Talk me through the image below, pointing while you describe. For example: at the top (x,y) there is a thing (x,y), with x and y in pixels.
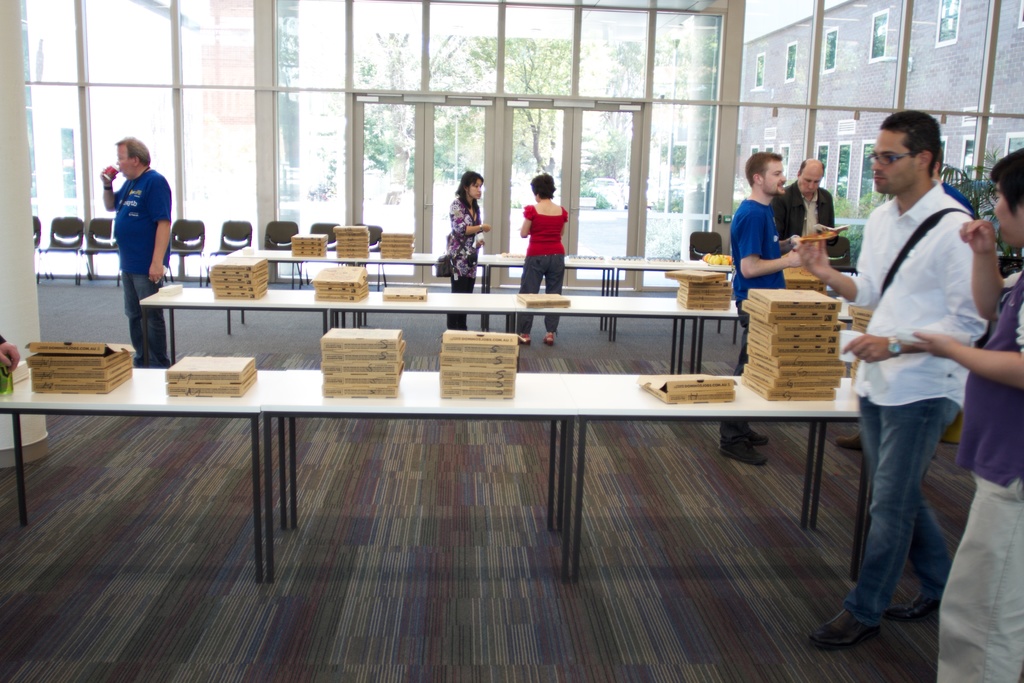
Persons (129,214) are standing. We can able to see chairs (326,229) and tables (561,430), on this tables (683,342) there are boxes (370,343). We can able to see trees (557,89) and buildings (769,41) from this windows (551,130).
